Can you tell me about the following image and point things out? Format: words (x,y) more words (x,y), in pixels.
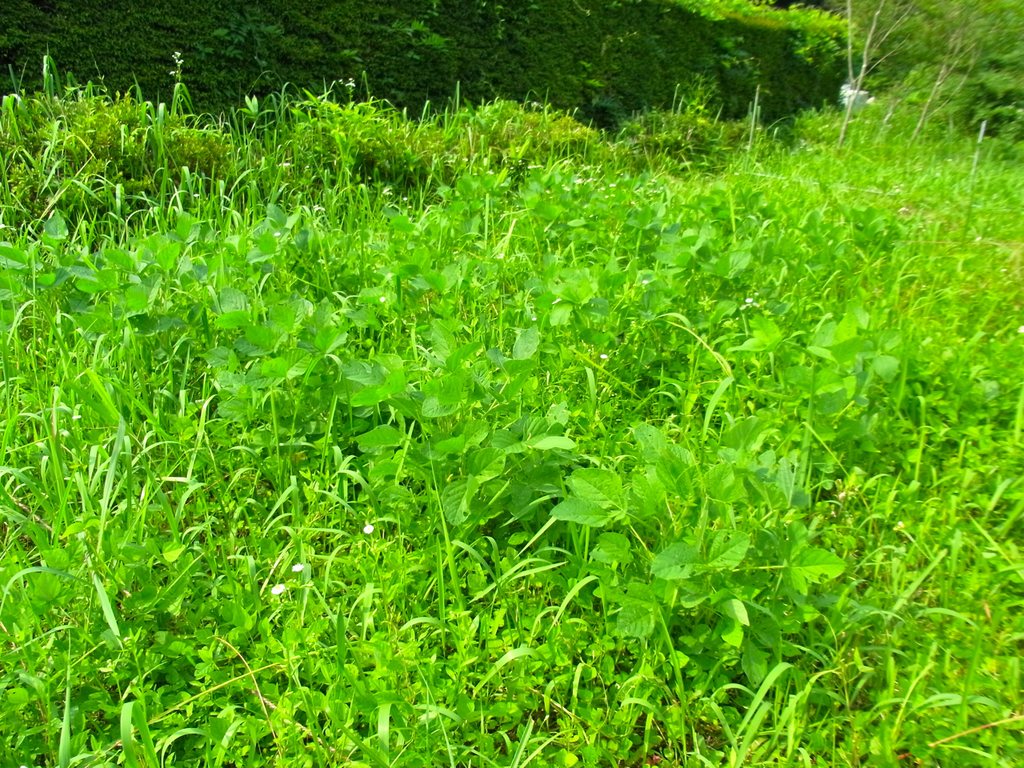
There are different varieties of plants (540,383). On the right corner (949,60) there are trees (936,42).
